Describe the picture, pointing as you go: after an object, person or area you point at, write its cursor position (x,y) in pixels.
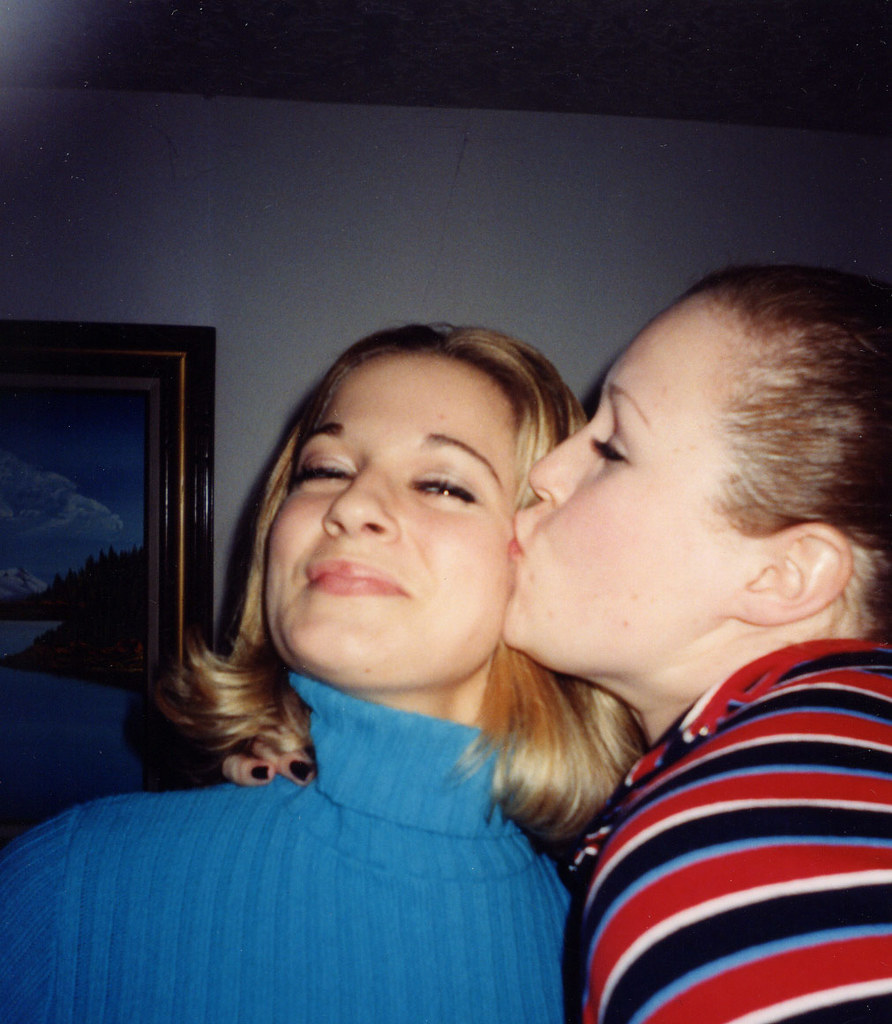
This image consists of two women (507,839). On the right (753,731), the woman (739,880) is wearing a striped top (781,903). On the left (234,895), the woman (254,880) is wearing a blue sweater (295,846). In the background (149,271), we can see a frame (102,397) on the wall (246,264). At the top (446,100), there is ceiling (365,79).
